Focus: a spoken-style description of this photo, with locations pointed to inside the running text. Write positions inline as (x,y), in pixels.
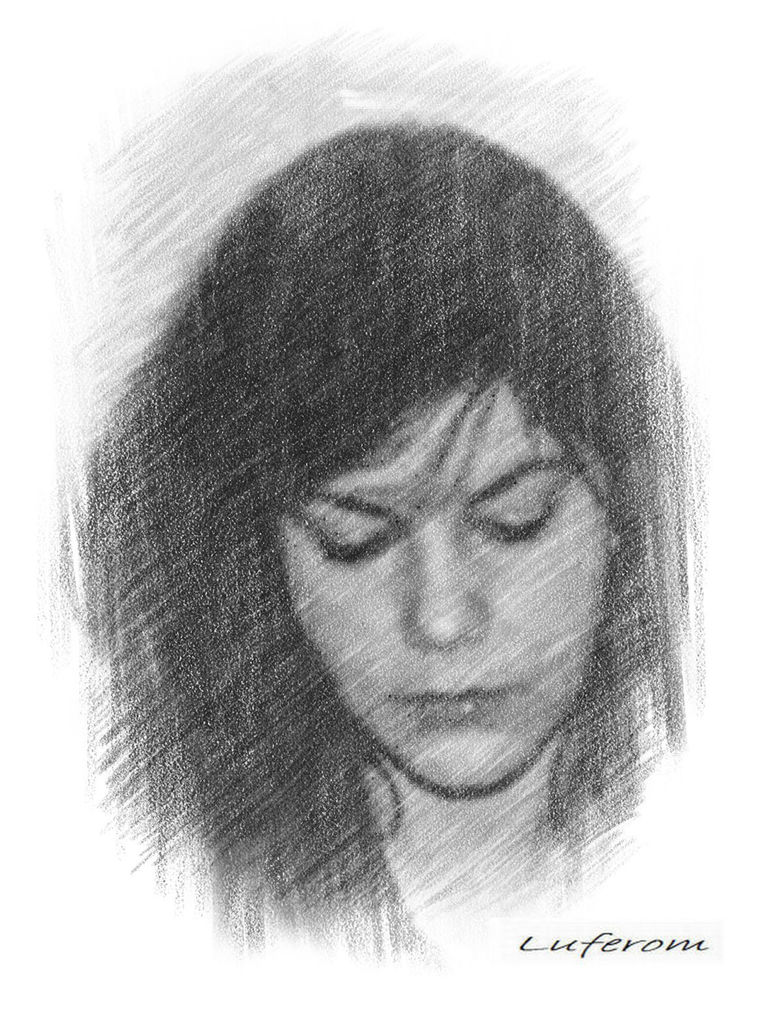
In this image we can see an art of a person (471,625) which is in black color. Here we can see the watermark (630,946) on the bottom right side of the image (658,947).
